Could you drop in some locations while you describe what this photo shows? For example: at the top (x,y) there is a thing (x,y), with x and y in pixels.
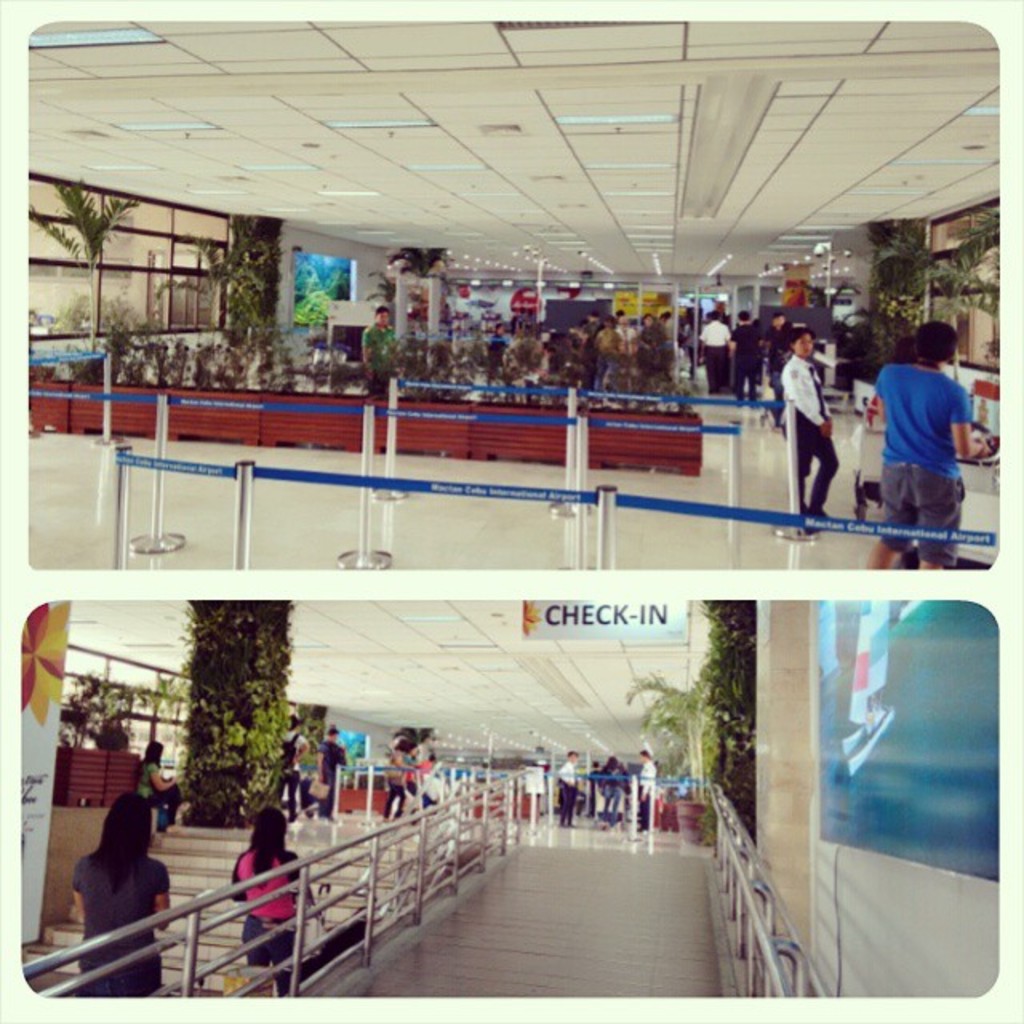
In the foreground of this collage image, we can see trees (262,328), safety poles (362,508), railing (418,820), ceiling (486,633), few boards (45,699), screens (326,290), people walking and standing, stairs (392,838) and the floor (654,488).
